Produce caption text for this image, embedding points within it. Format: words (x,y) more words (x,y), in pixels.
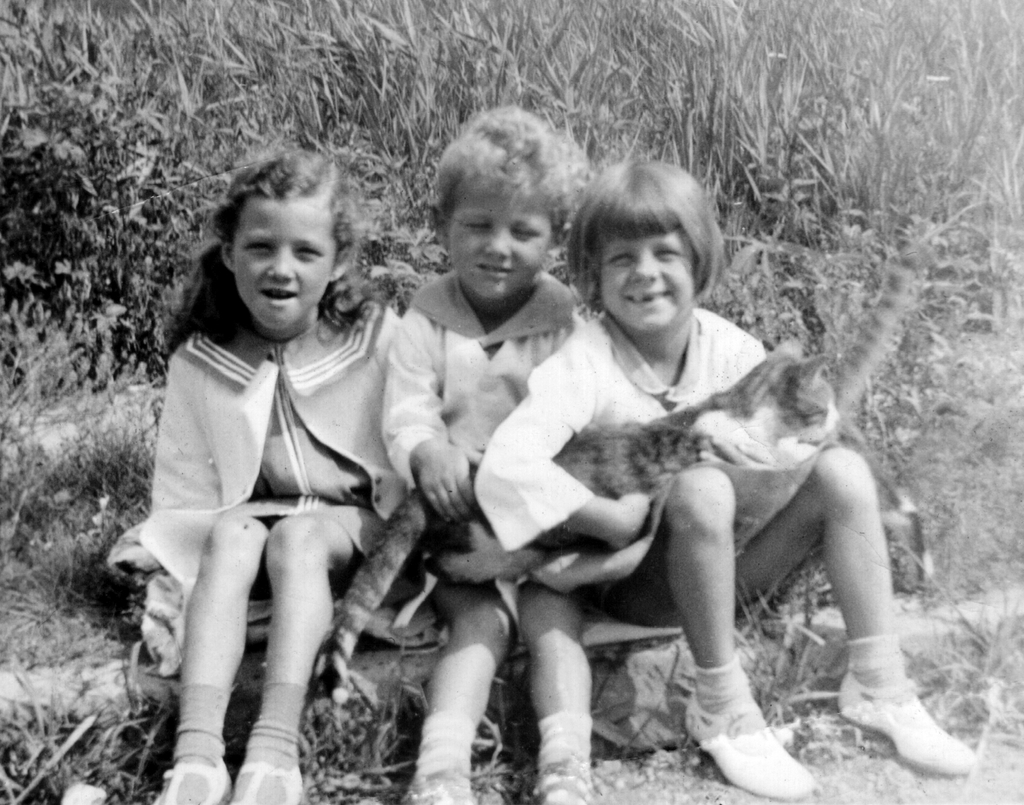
There are three people (653,404) and a cat (807,373) in the picture and some grass (425,88) behind the people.
